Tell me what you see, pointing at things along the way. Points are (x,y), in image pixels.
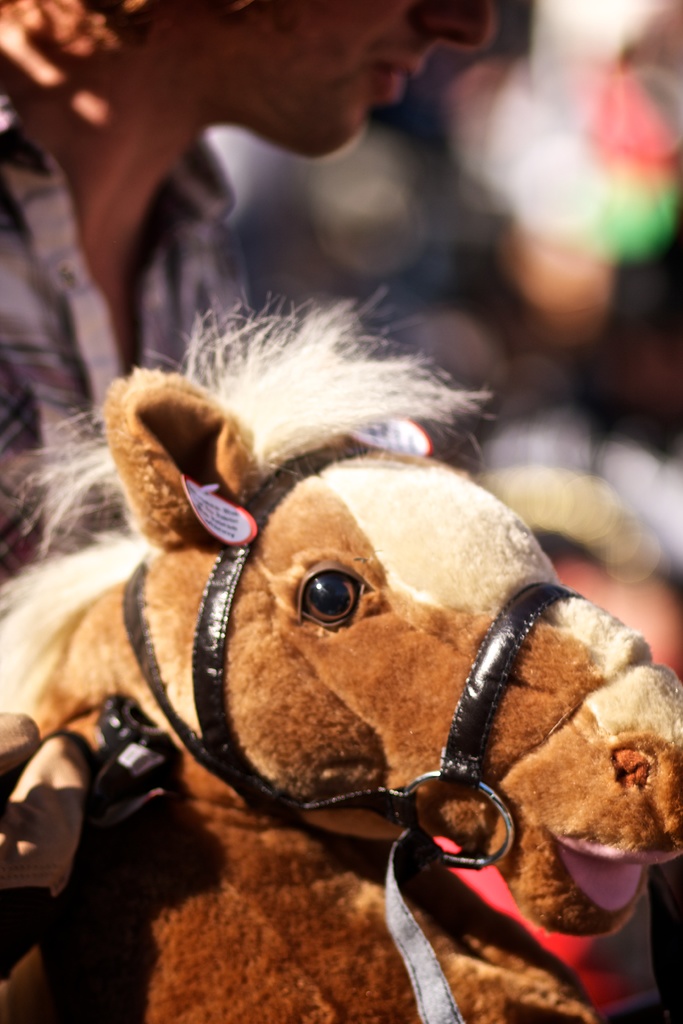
In this image we can see a horse toy (389,688). In the background (150,323) there is a person (173,133).
